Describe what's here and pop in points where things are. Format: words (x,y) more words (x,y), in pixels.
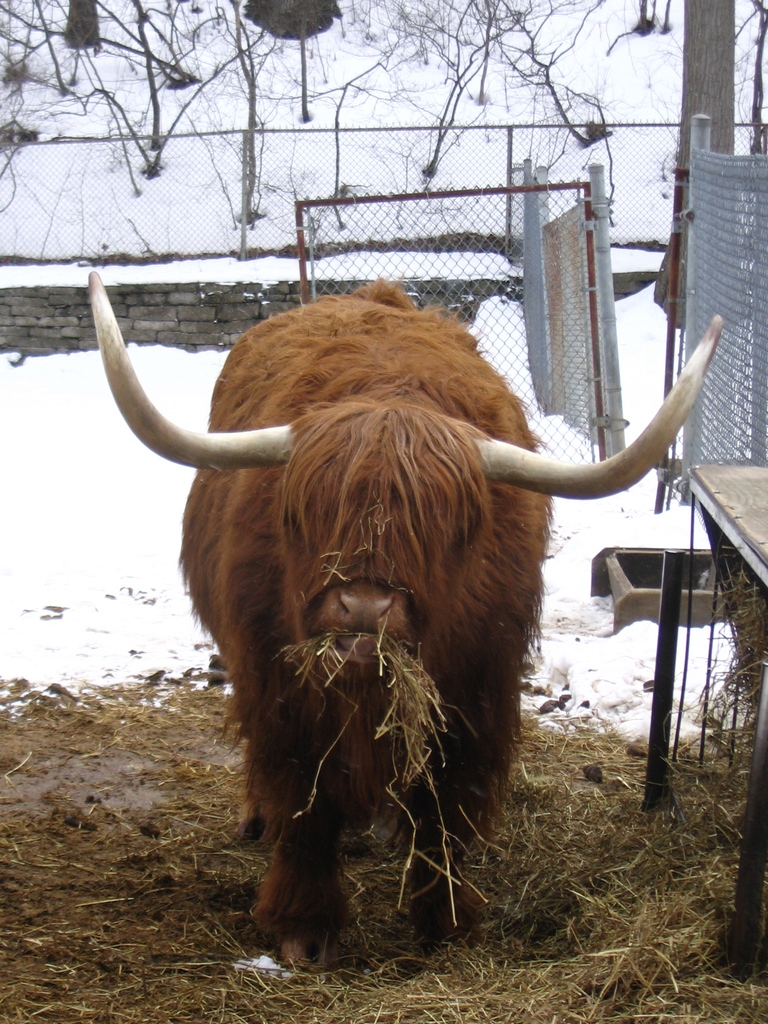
In this image we can see an animal (279,478) on the ground (505,899), there is a table (732,535) beside the animal (474,673), there is snow (575,500), wall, fence (766,223), gate (517,226) and few trees (694,101) in the background (633,178).
